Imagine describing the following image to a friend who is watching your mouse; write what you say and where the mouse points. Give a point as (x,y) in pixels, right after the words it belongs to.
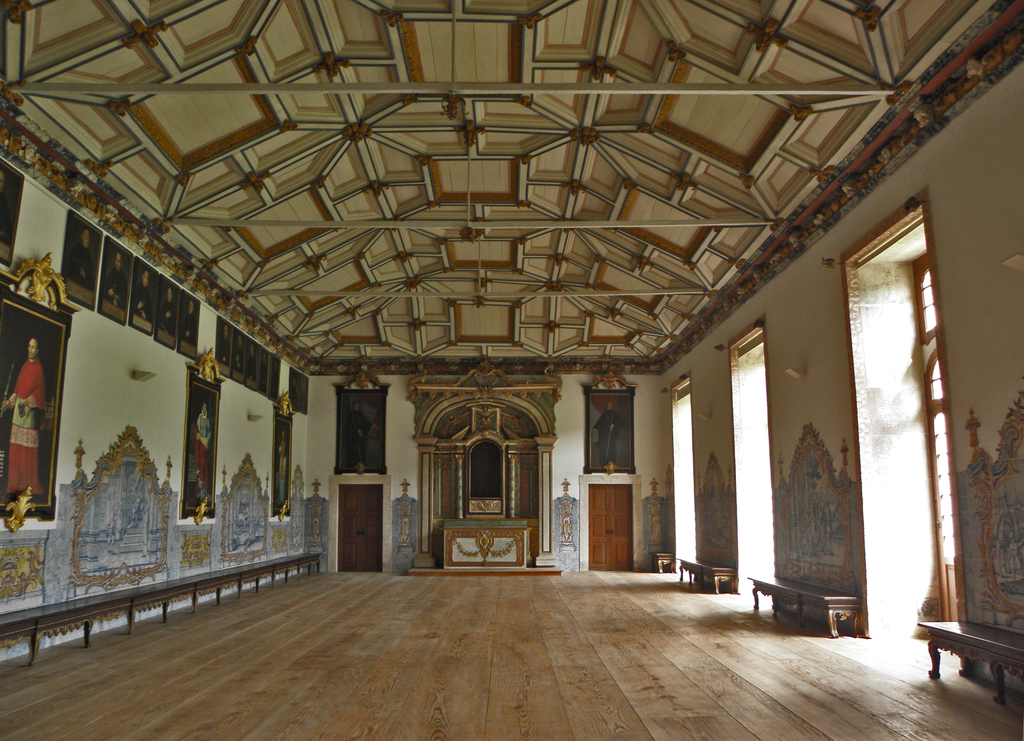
In this image we can see the interior view of a hall (446,362) where there are frames (33,481) attached to the walls (62,469), some art (202,545) on the walls (647,410), doors (619,508), windows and benches (820,598).
